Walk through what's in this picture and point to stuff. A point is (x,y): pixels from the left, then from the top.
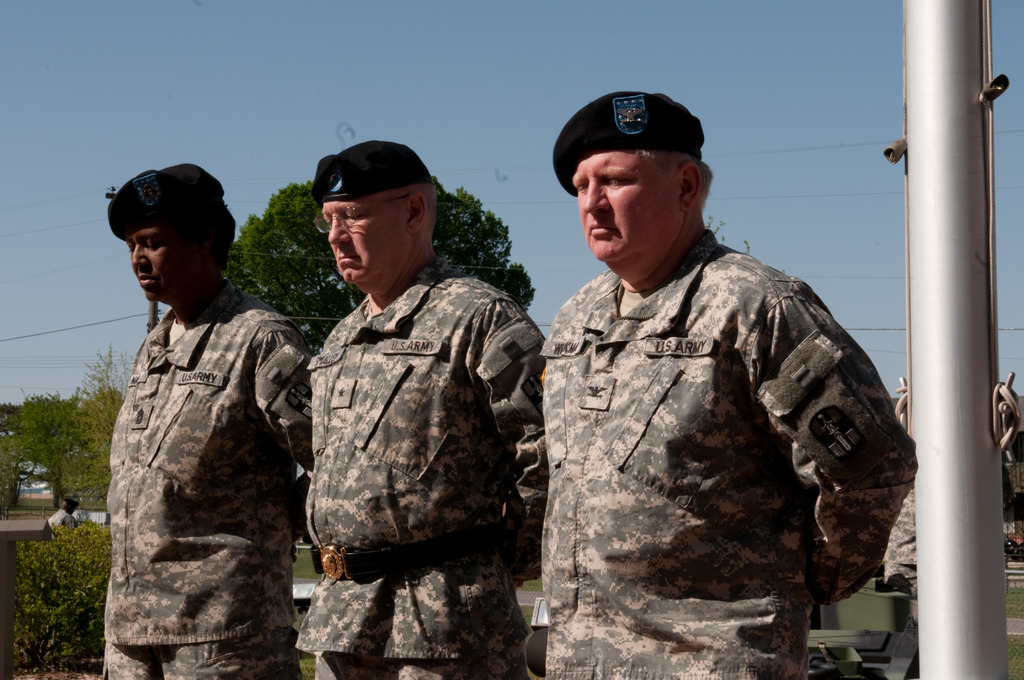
Here we can see three men (327,464) standing and on the right (931,322) we can see a pole (948,417) and ropes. In the background (327,237) we can see trees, electric wires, a person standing at the plant (63,598), fence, other objects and sky (570,248).
